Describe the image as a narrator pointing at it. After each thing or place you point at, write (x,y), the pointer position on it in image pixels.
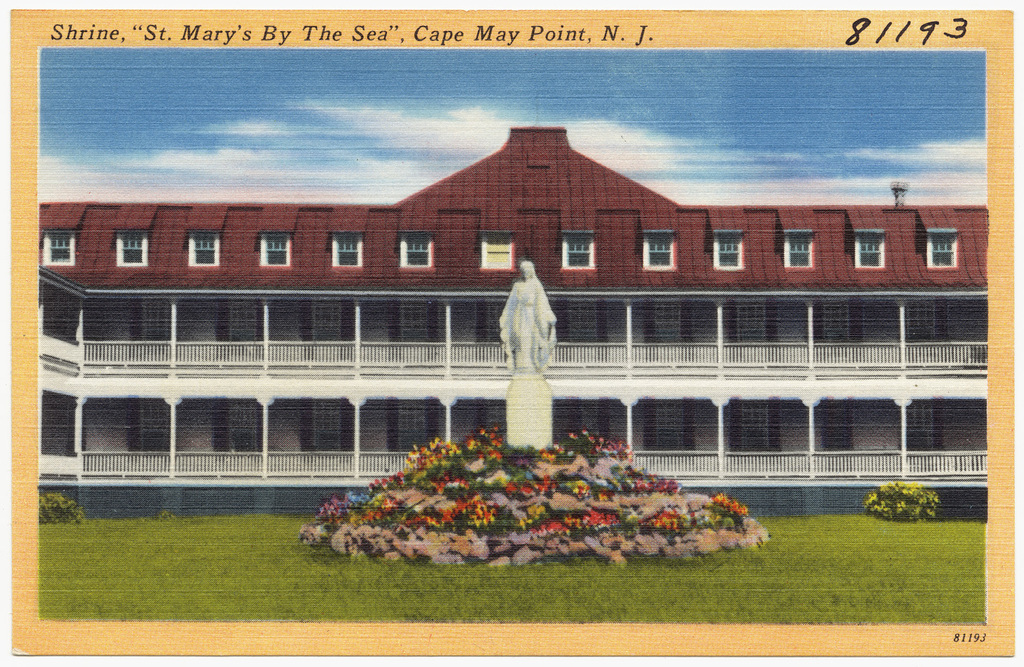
This looks like a poster (158,42). I can see the letters (72,31) in the poster (821,29). This is the building (319,295) with windows (954,250) and pillars (904,332). This is the sculpture (542,351), which is placed on the pillar (528,424). These are the small plants (727,521) with colorful flowers (416,465). I can see the bushes (900,515). This is the grass (566,604).
